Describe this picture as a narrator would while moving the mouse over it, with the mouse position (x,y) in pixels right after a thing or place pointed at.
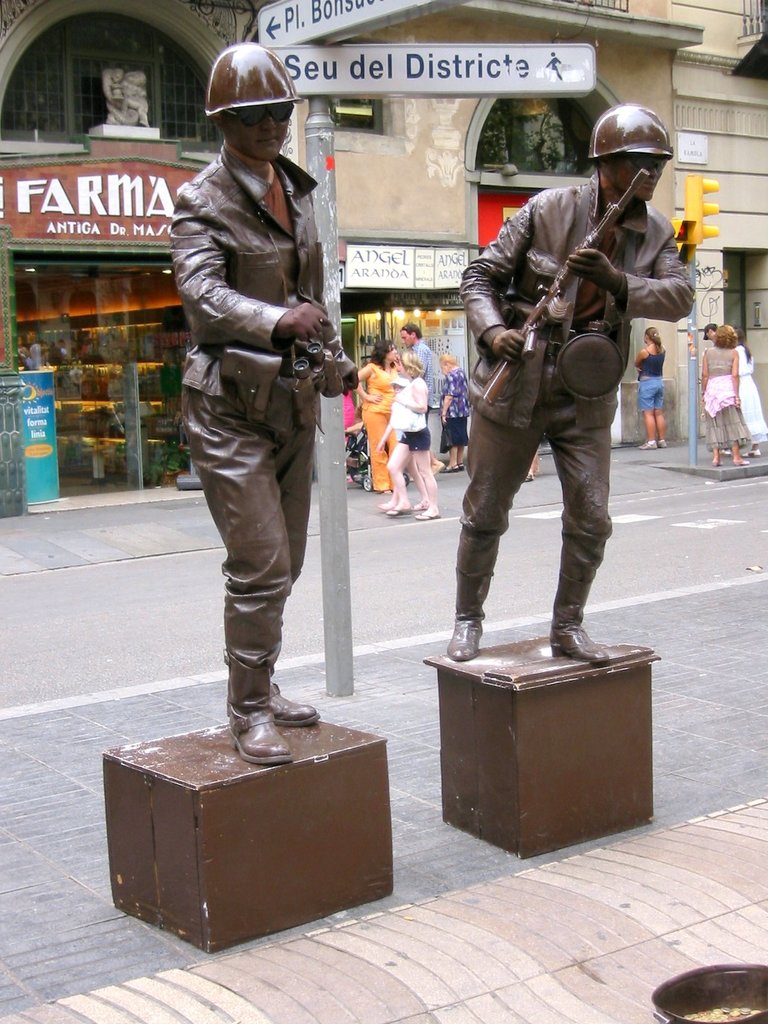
In this image we can see the statues (567,630). We can also see a street sign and a group of people (661,427) on the ground (548,577). On the backside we can see the traffic signal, a banner (45,462), the sign boards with some text (34,412) on them, a building (101,316), lights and some objects (122,419) placed in the racks (96,409).
